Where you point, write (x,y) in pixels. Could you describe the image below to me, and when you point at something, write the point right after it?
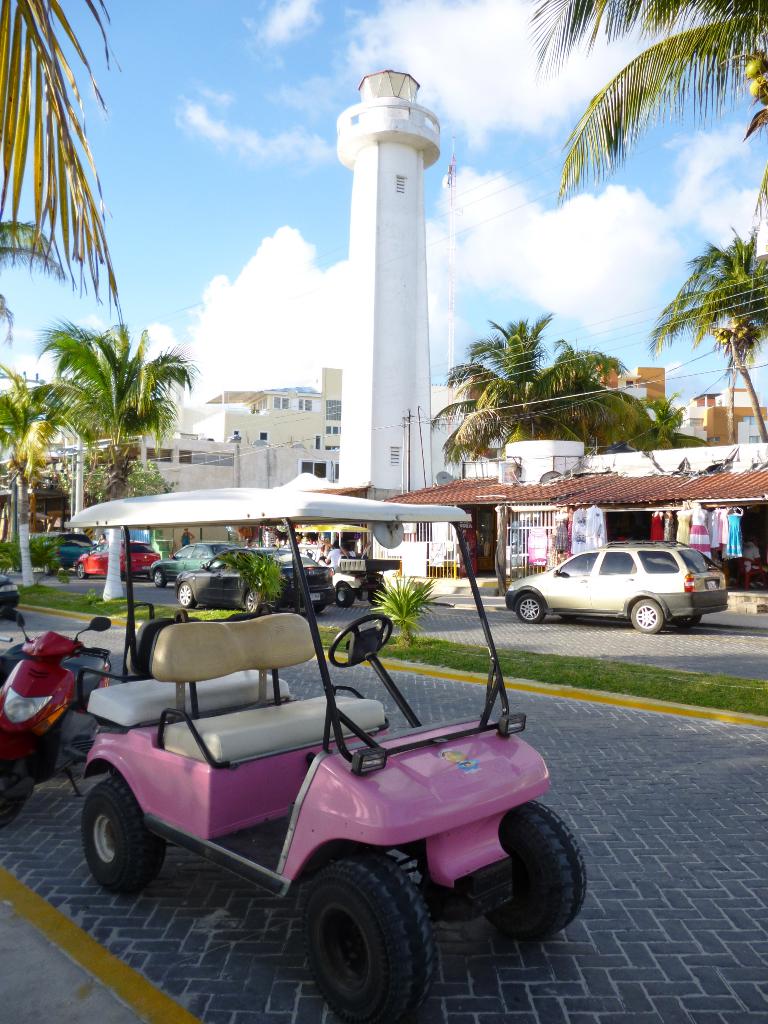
In this image, there are some vehicles (153,607) in front of buildings (222,422). There are some trees (149,433) on the left (46,438) and on the right side of the image (643,403). There is a tower (409,344) in the middle of the image (422,351). In the background of the image (233,201), there is a sky (269,113).
